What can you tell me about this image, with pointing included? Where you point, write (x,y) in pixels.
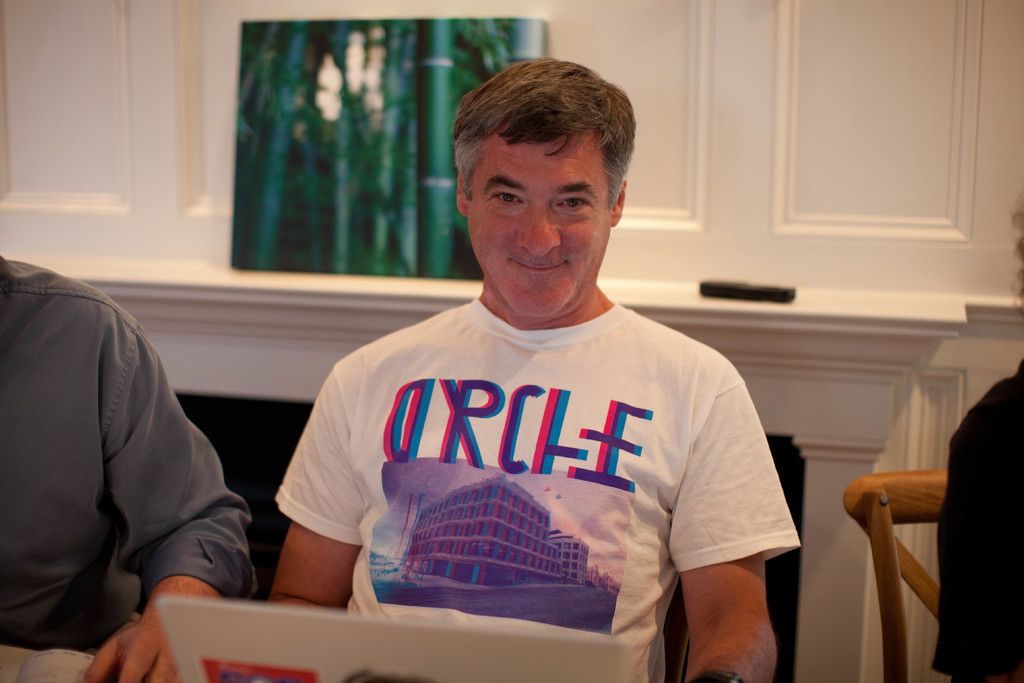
In this image people (397,499) are sitting on the chairs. In front of them there is a laptop (206,645). At the back side (264,231) there is a painting (396,49) and a device (737,287).
